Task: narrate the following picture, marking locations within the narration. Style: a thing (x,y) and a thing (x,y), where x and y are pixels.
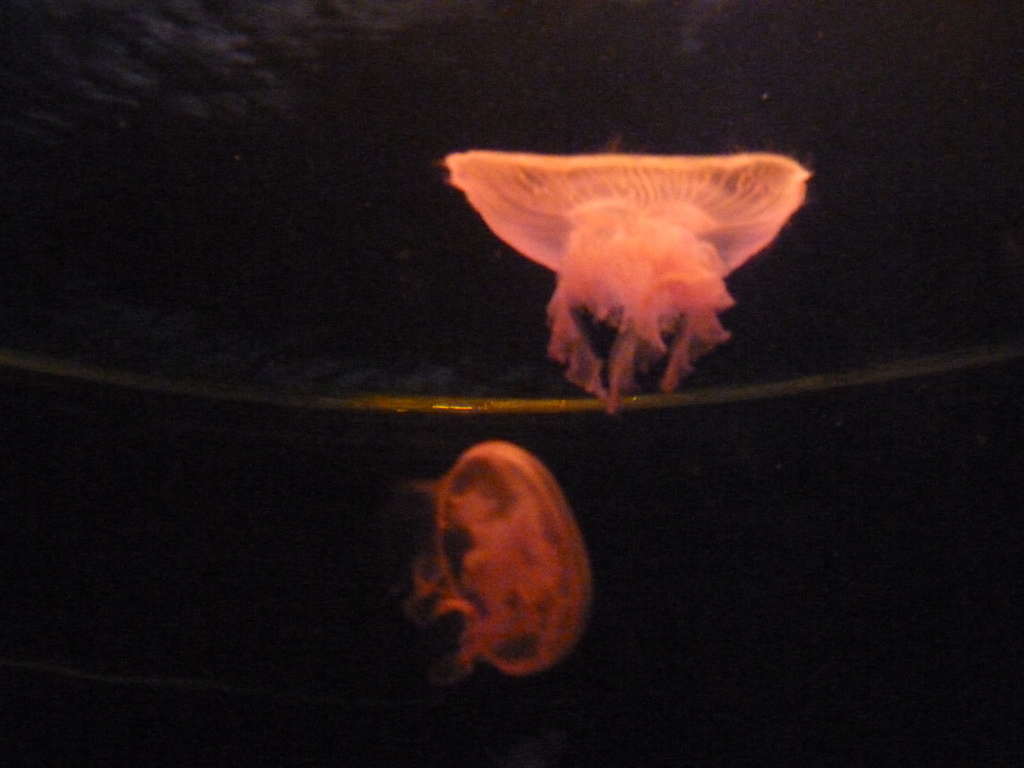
In this picture we can see two pink color jellyfish (627,324). Behind there is a black background (9,740).
